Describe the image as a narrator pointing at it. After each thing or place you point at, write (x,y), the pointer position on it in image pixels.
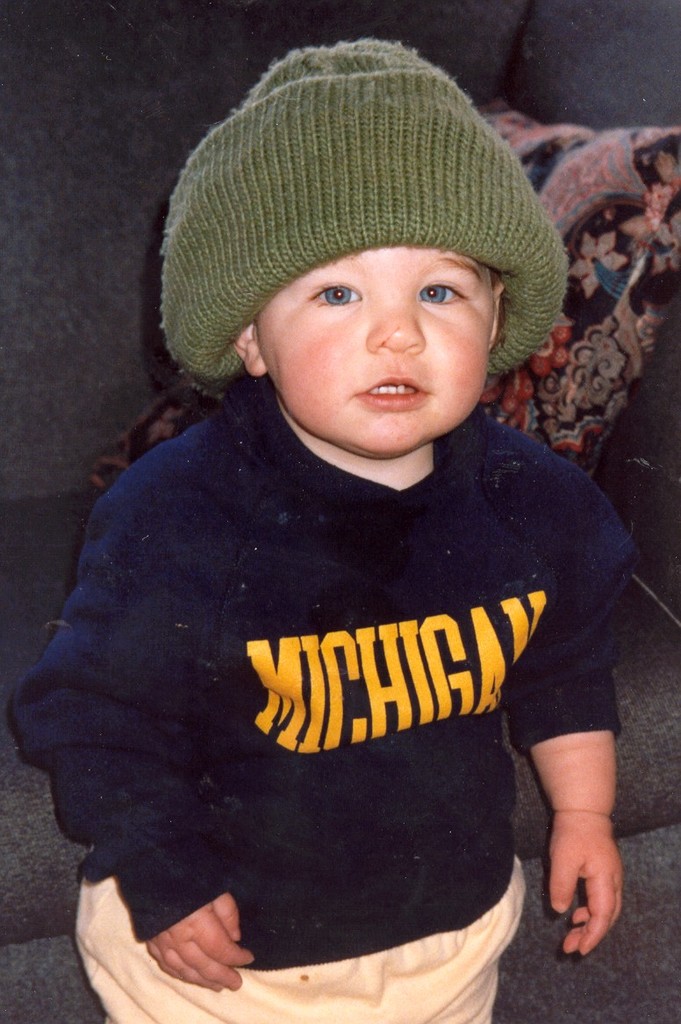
In this image I can see the person (303,579) wearing the navy blue and cream color dress (276,780) and also cap (242,275). In the background (188,421) I can see the pillow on the couch (79,272).
